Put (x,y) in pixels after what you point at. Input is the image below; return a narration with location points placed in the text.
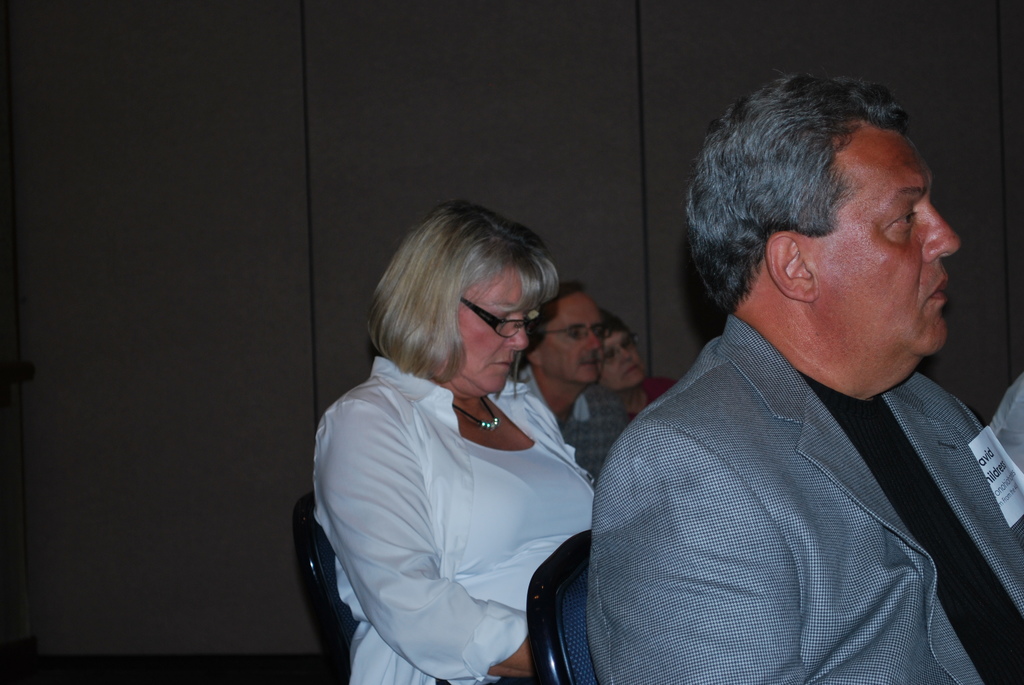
In this picture to the right side (933,487) there is a man (773,480) with grey color jacket (893,544) and black t-shirt (901,492). He is sitting. Behind him there is a lady (468,470) with white dress (399,454) is sitting. Beside there are two people (615,379) sitting. In the background (222,205) there is a grey color.
